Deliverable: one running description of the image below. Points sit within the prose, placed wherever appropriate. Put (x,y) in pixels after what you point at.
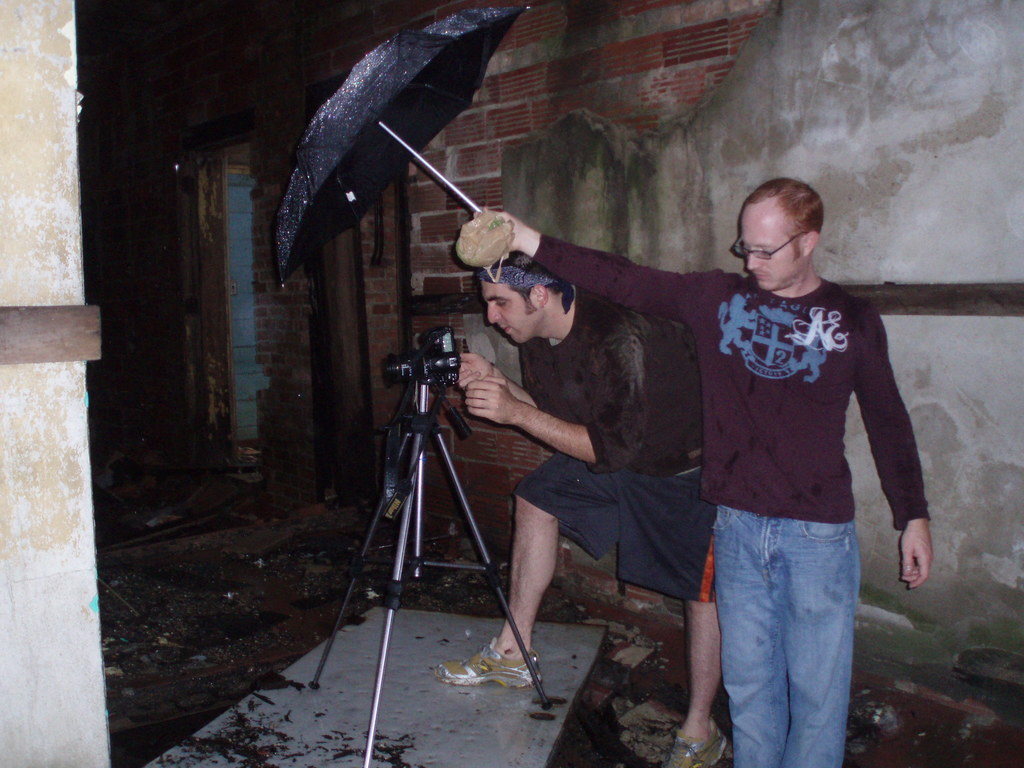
The man (744,471) in brown T-shirt (785,397) who is wearing spectacles (770,258) is holding an umbrella (387,161) in his hand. Beside him, the man (643,377) in black T-shirt (609,403) is holding the camera (455,371) and he is clicking photos on the camera (446,343), which is placed on the camera stand (414,440). Behind them, we see the building (735,127). On the left side (33,21), we see a wall (71,540) in white color. This picture is clicked in the dark.
